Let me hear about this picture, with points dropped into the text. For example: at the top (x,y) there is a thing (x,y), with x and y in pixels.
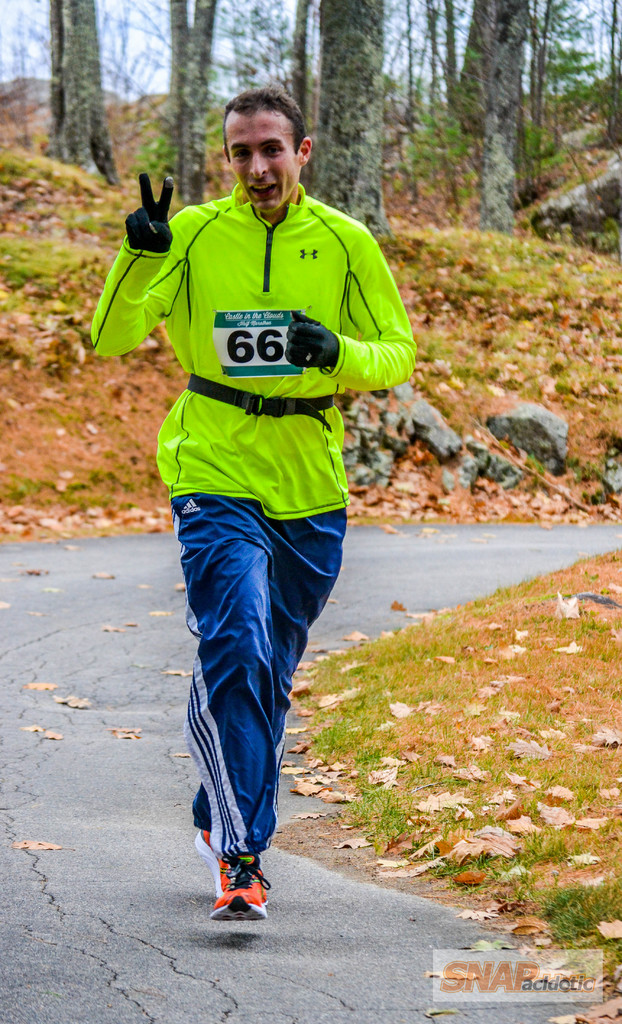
In the picture I can see a person (137,294) wearing green color T-shirt (142,256), gloves (161,219), blue color pant (238,683) and red color shoes (229,862) is running on the road (125,719). Here we see the dry leaves (47,517) on the road (168,872) and on the grass (525,639), we can see the stones (380,464) and trees (492,71) in the background (58,112). Here we can see the watermark (561,960) on the bottom right side of the image (502,981).
